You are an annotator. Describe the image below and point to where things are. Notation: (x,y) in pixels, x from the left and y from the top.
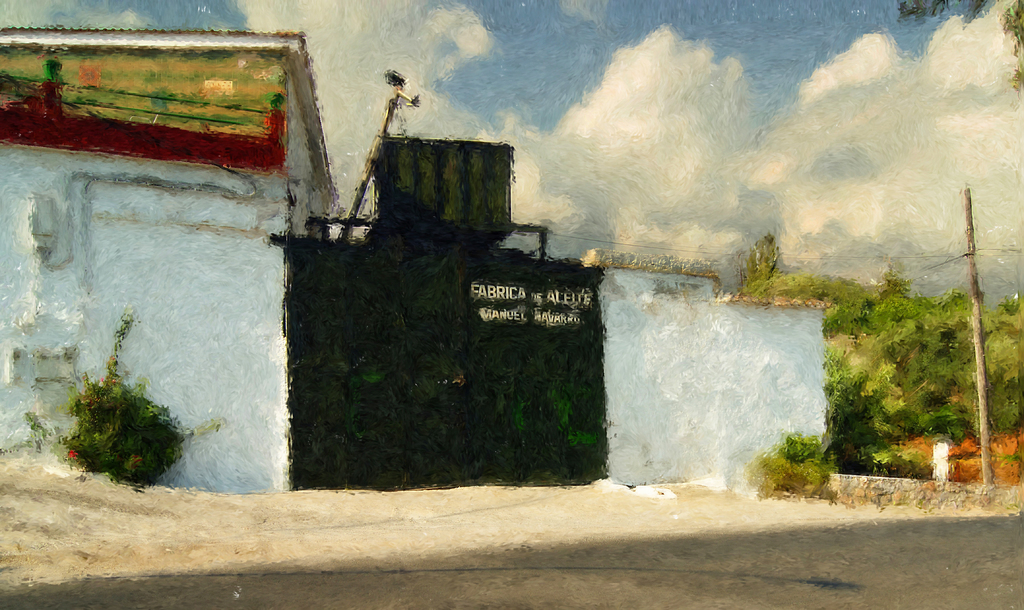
In this image we can see a painting (774,118). There is a house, a gate (418,421) and few plants (145,430) in the image. There are many trees (949,304) in the image. There is a sky (932,278) in the image. There is a pole (970,269) and few cables (923,255) connected to it.
